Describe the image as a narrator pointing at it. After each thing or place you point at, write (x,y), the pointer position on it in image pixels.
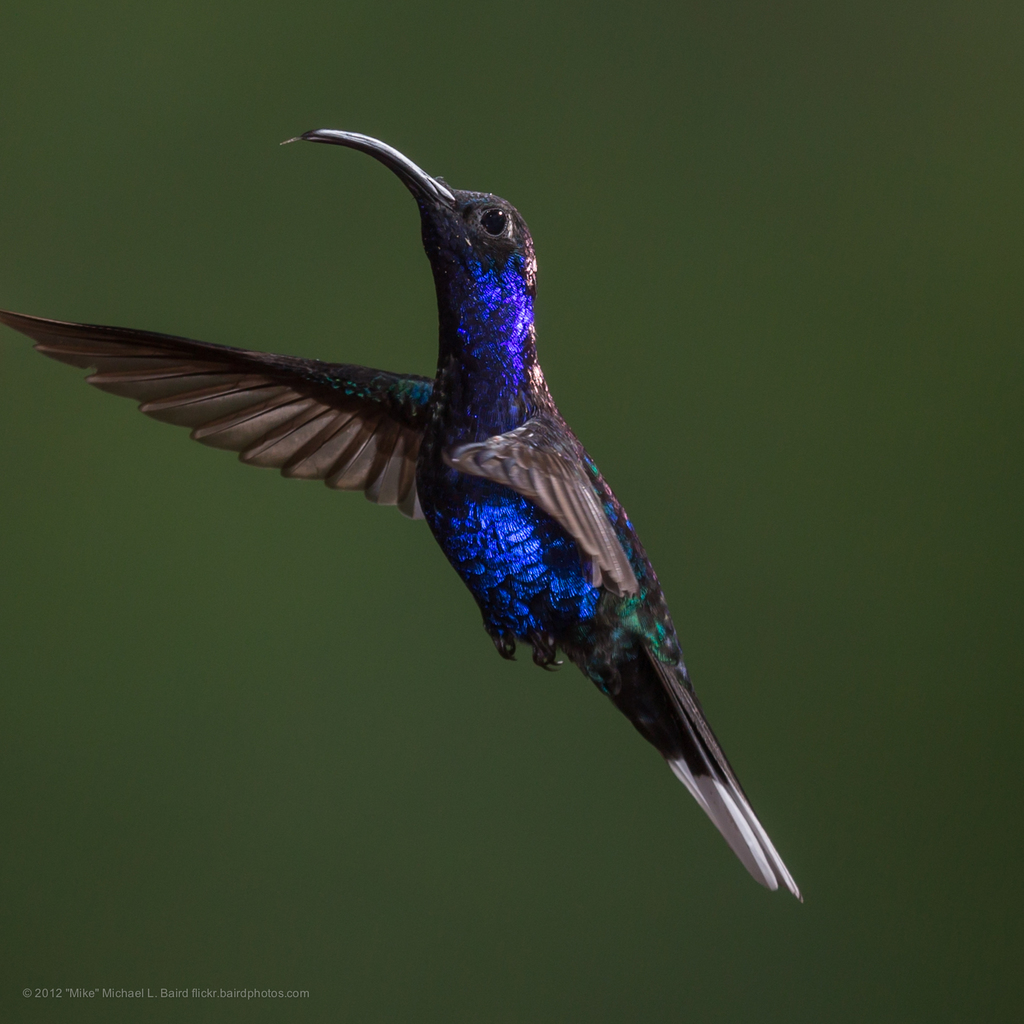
In this image we can see a bird (499,470). The background of the image (460,126) is blurred.
